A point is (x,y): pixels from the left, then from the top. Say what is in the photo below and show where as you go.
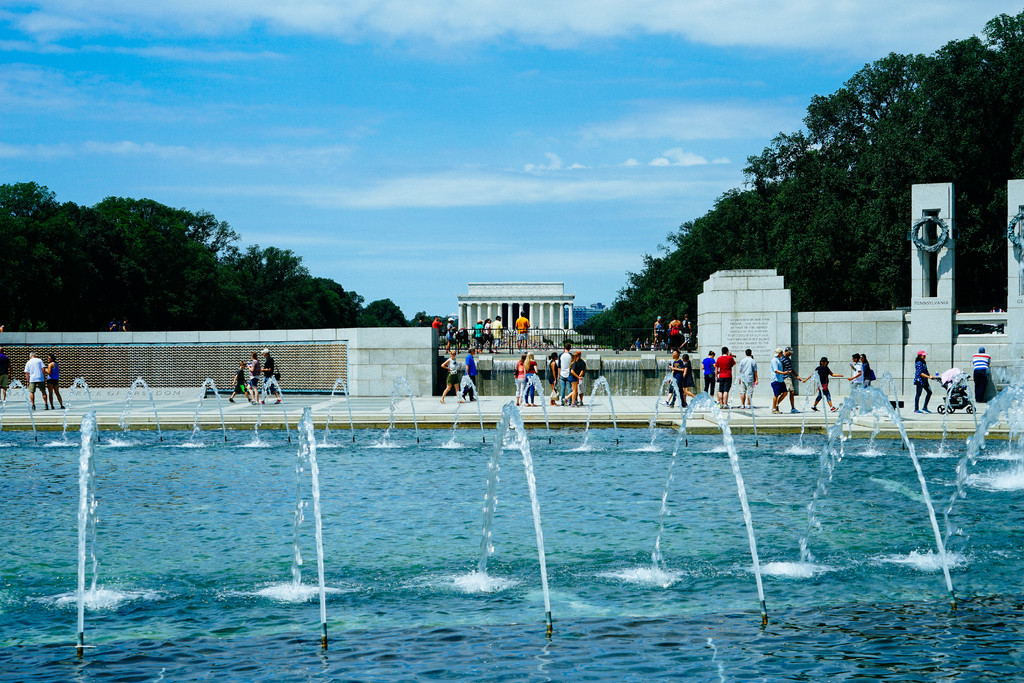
This is water (430,560) and there are persons (930,381). In the background (128,368) we can see a wall (413,372), pillars (950,210), trees (655,316), and sky (571,168) with clouds (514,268).
